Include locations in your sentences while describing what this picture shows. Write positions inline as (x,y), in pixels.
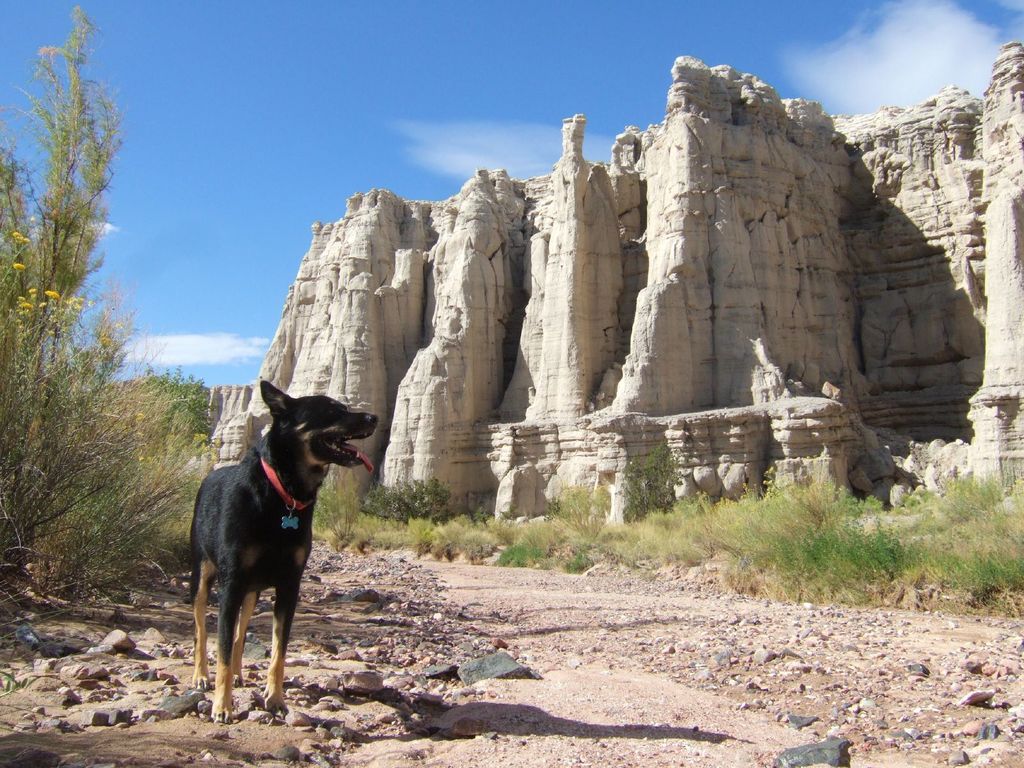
On the left side of the image (34,312) we can see trees (57,416), stones (124,648) and dog (220,545). In the background (842,251) there is hill (810,252), sky (412,159) and clouds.
